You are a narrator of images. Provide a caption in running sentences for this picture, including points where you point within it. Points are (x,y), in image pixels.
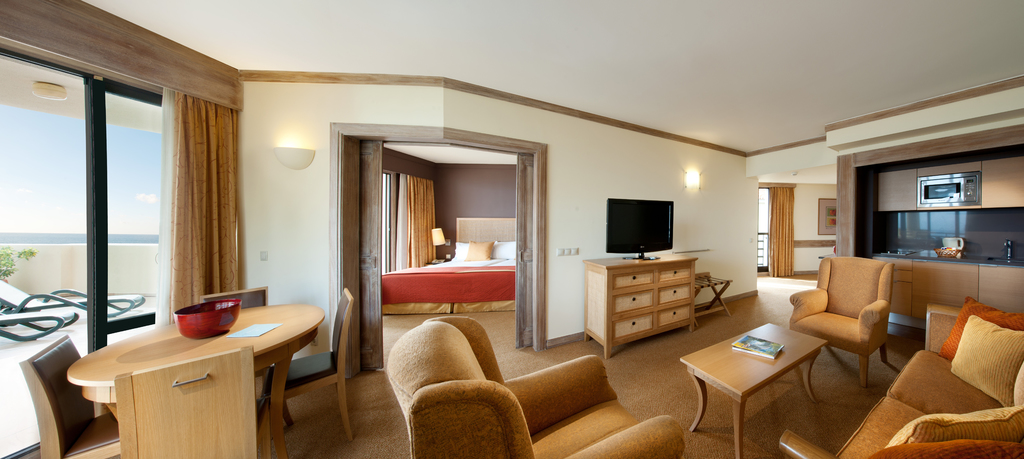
this picture shows the inner view of a house (574,156) here we see television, couch (941,363), chairs (189,385), pillows (948,347), microwave oven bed (503,304) and table (248,324).
